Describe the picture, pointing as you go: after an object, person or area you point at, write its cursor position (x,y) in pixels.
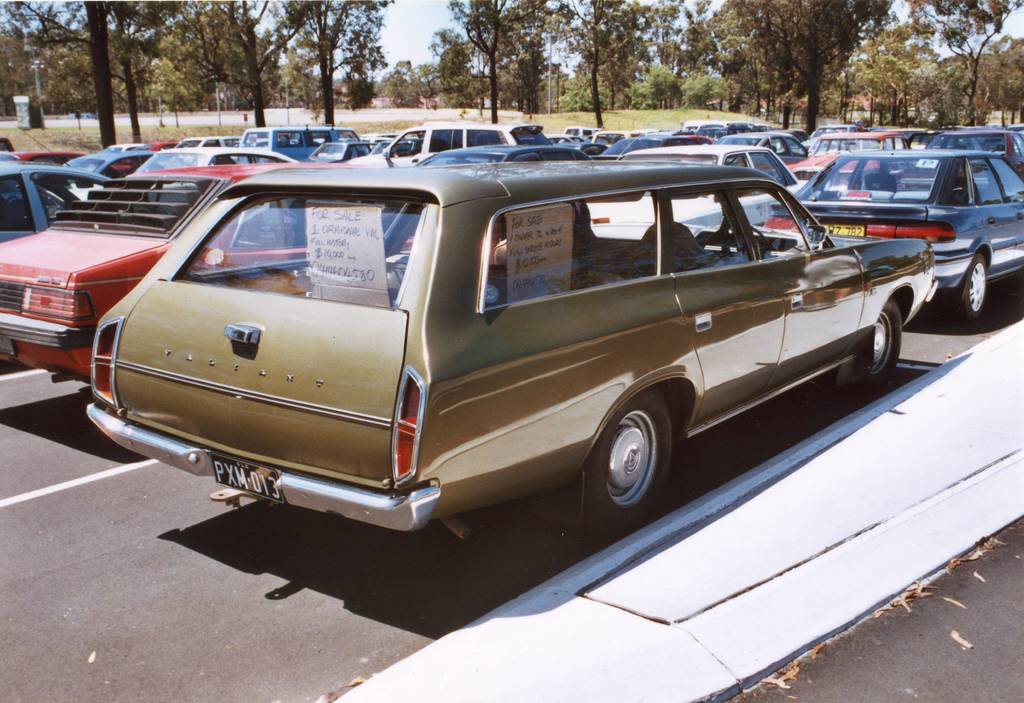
In this image, we can see vehicles (407,331) on the road (435,550) and in the background (459,52), there are trees (189,89), poles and boards (24,105). At the top (425,21), there is sky (407,30).
